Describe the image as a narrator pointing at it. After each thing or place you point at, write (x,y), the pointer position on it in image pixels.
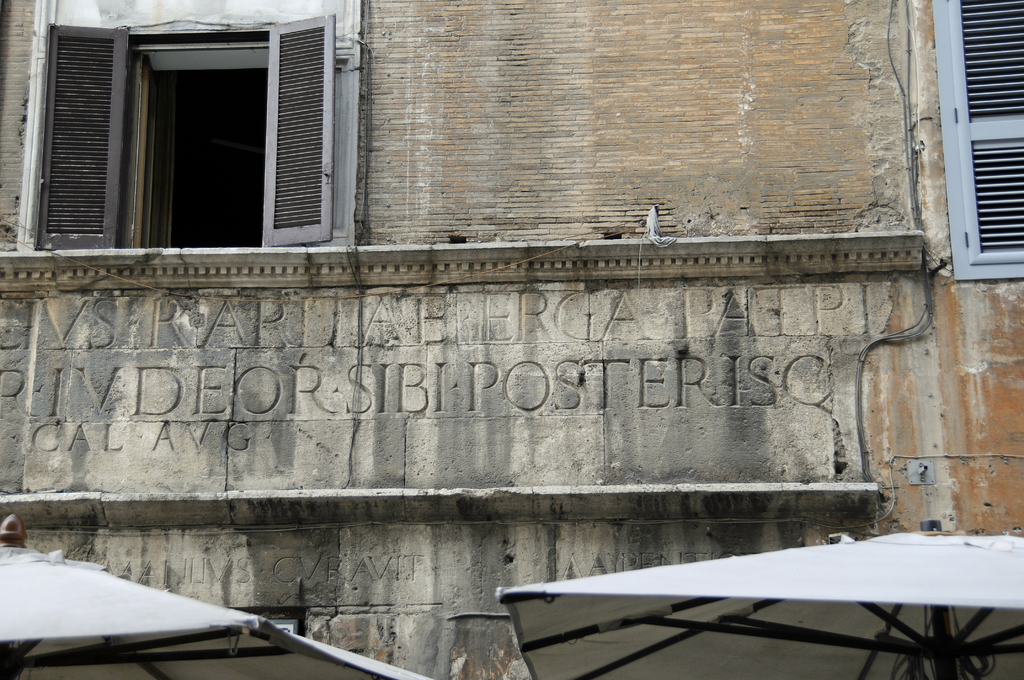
In this picture we can see building (745,221) with windows (263,113) opened and wires (903,106) and below it there is a umbrella (826,628) with rods (667,645) attached to it.
